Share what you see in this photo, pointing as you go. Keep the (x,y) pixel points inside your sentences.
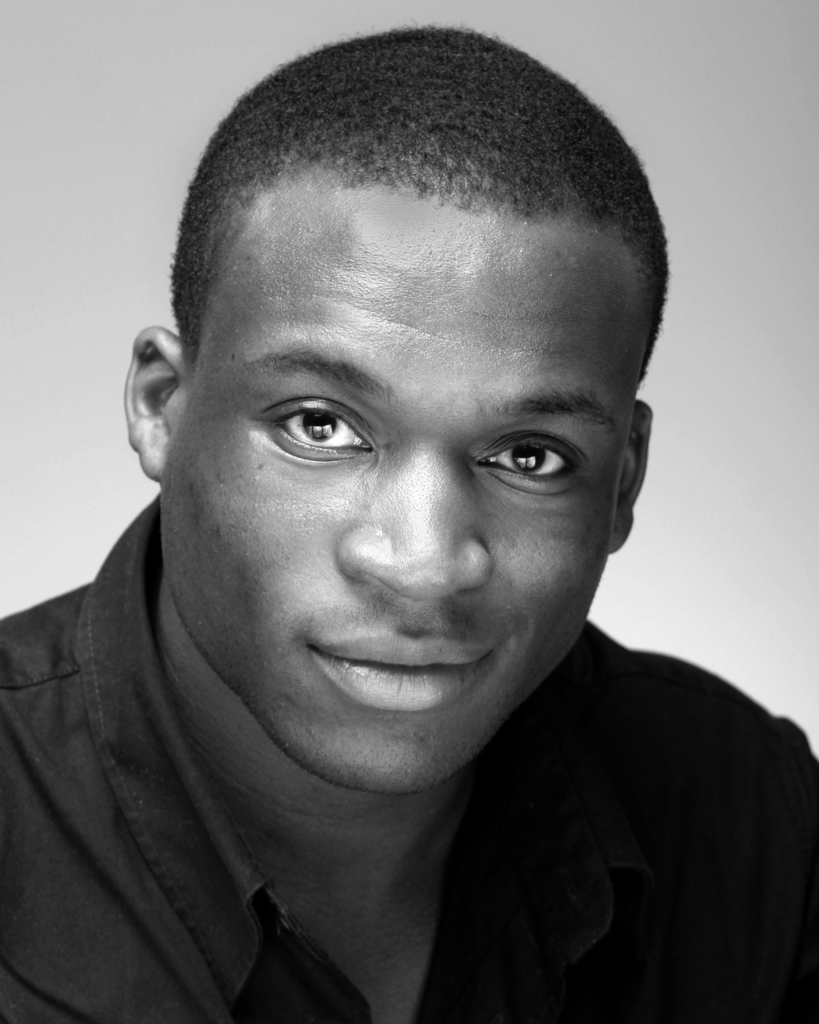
It is a black and white image of a man (556,465) wearing the shirt (203,867) and the background is plain.
